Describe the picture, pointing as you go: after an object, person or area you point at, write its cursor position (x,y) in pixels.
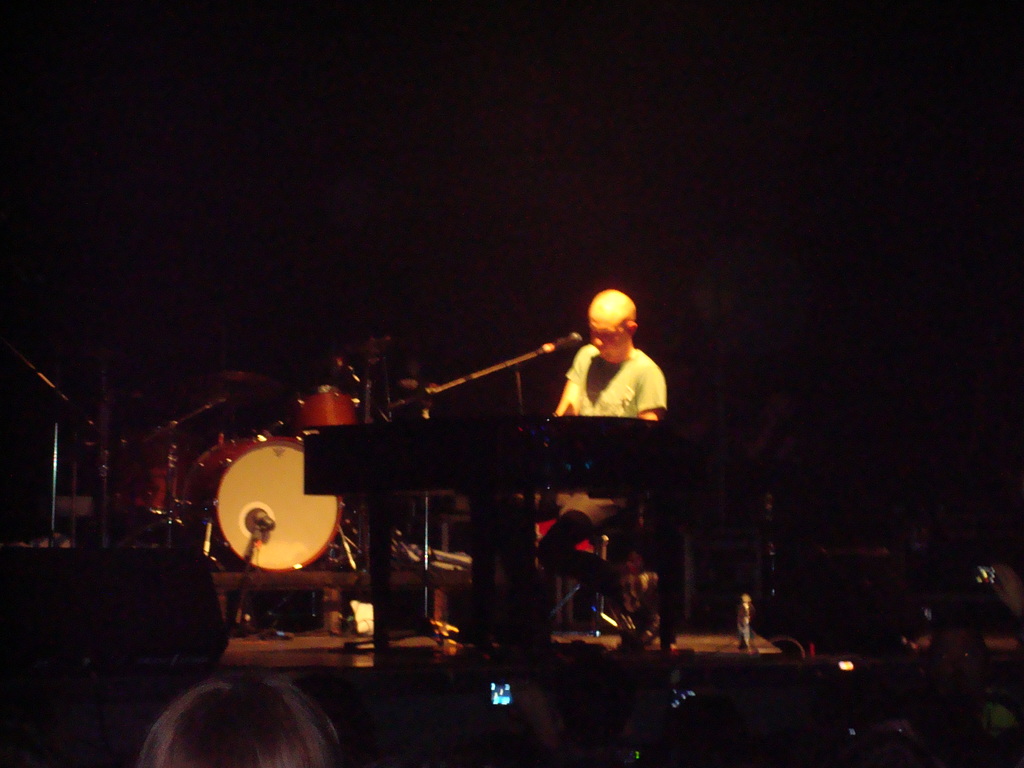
In the image I can see a person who is playing some musical instrument (388,476) in front of the mic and to the side there are some drums (241,506).
